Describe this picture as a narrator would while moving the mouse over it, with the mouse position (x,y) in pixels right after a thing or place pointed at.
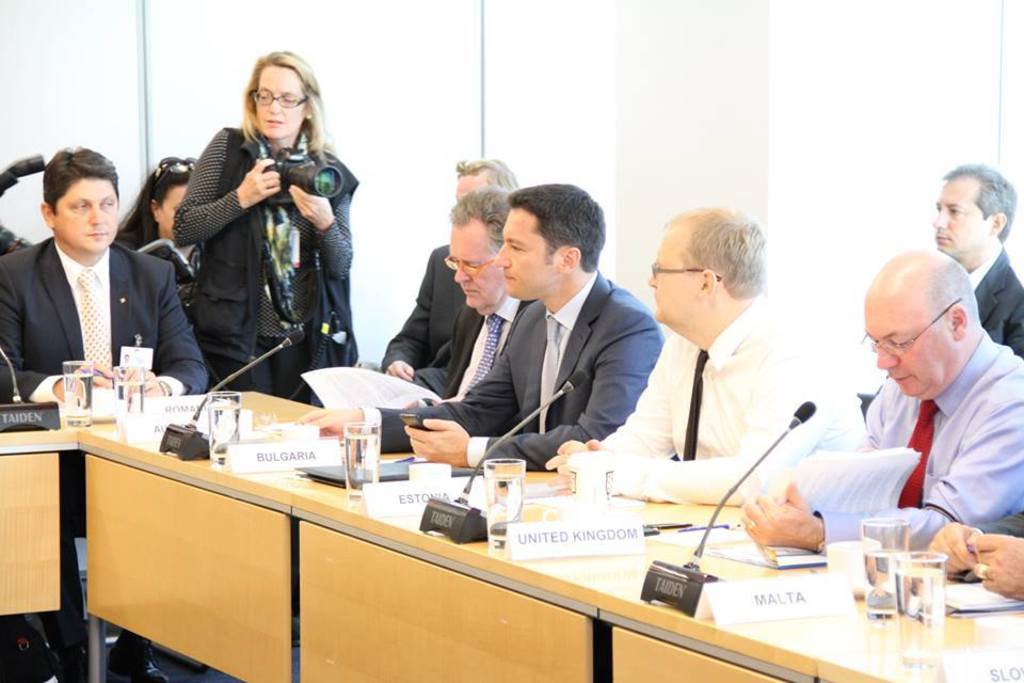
In this image I can see there are few persons (95,239) visible in front of the table (753,577), on the table (862,622) I can see mics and name plates (602,545), glasses (360,474) and books (408,462) kept on it and in the middle (352,245) I can see a woman (338,211) holding a camera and in the background (343,127) I can see a white color wall (448,108).
